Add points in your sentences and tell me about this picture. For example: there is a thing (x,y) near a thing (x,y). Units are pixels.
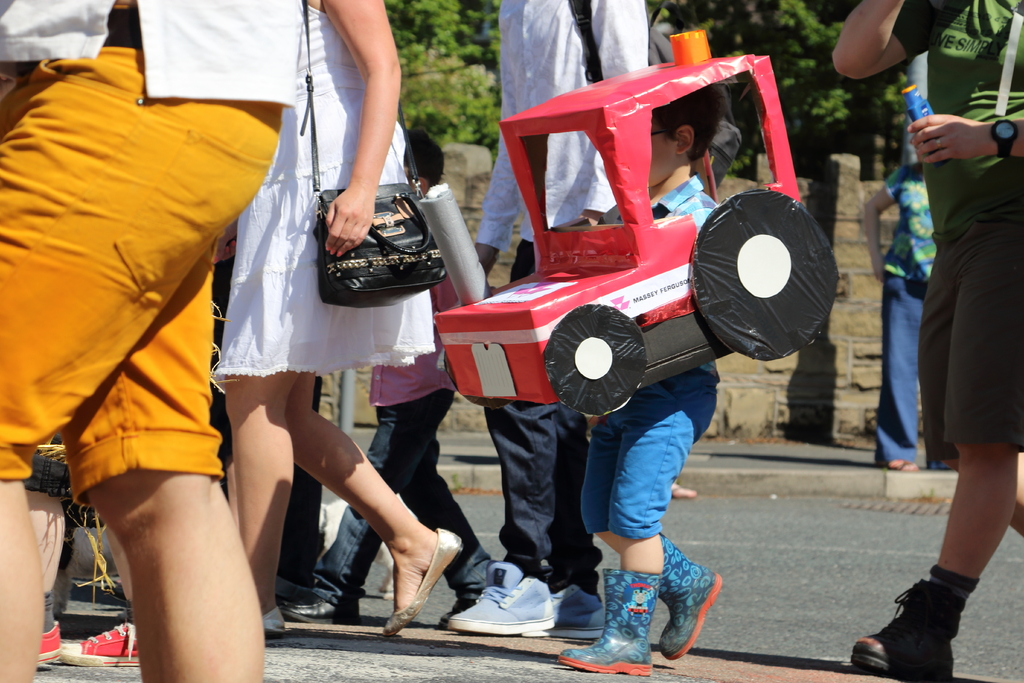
In the picture I can see a few persons (92,242) walking on the road (995,569), though their faces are not visible. I can see a boy (677,197) carrying a toy car (633,195). There is a woman (359,316) on the left side (321,41) and she is carrying a handbag (410,278). I can see a man (975,27) on the right side (943,300) is holding a bottle (914,90) in his left hand (966,123). In the background (840,154), I can see the wall (476,151) and trees (458,95).
